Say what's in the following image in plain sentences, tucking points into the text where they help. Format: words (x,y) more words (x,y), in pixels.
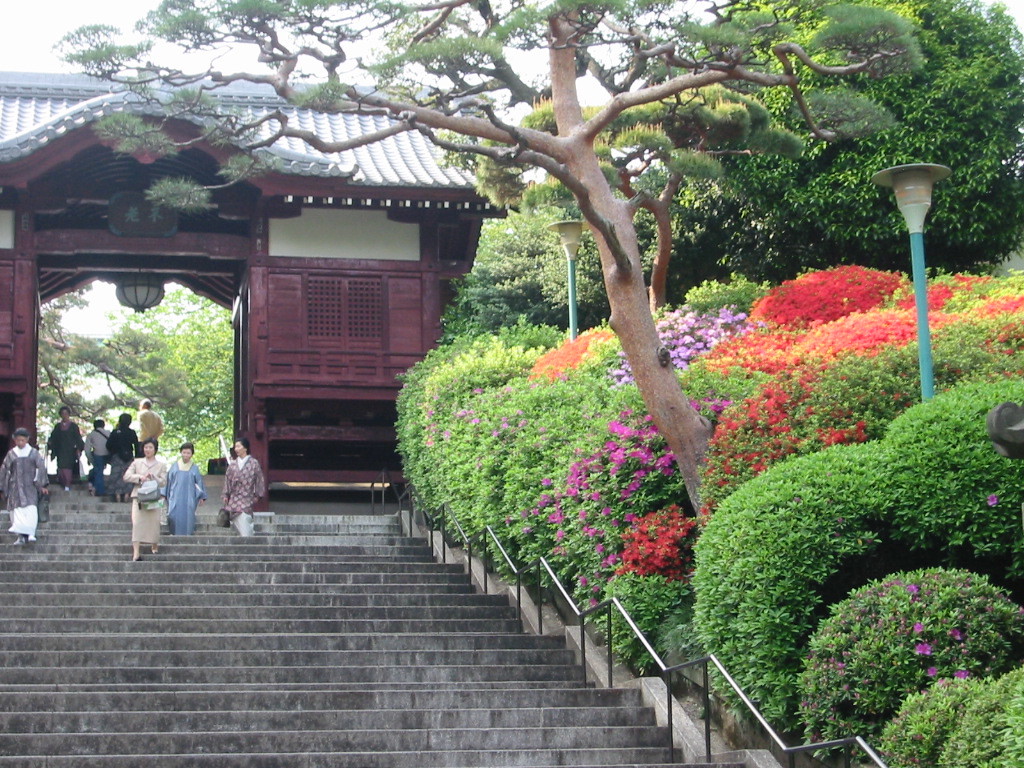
In this image we can see few people (184,528) on the stairs (287,615) and a railing (461,533) to the stairs (446,564), there are few plants (765,374), trees (574,212) and light poles (568,240) beside the stairs (451,577) and few trees (154,358) in the background (177,359), there is an arch (239,342) and a light (131,306) attached to the ceiling (149,265) of the arch (140,165).
